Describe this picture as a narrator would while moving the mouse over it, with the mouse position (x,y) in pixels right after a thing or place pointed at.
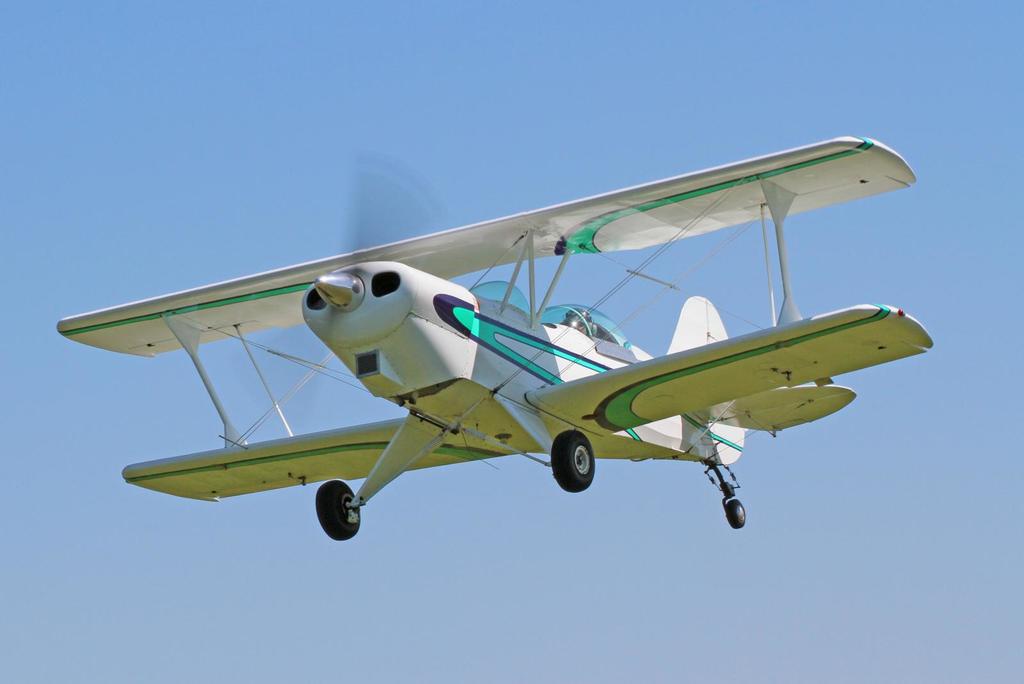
In this image I can see an aircraft (228,423) in the air (173,219) and in the background (598,554) I can see the sky (7,254).
